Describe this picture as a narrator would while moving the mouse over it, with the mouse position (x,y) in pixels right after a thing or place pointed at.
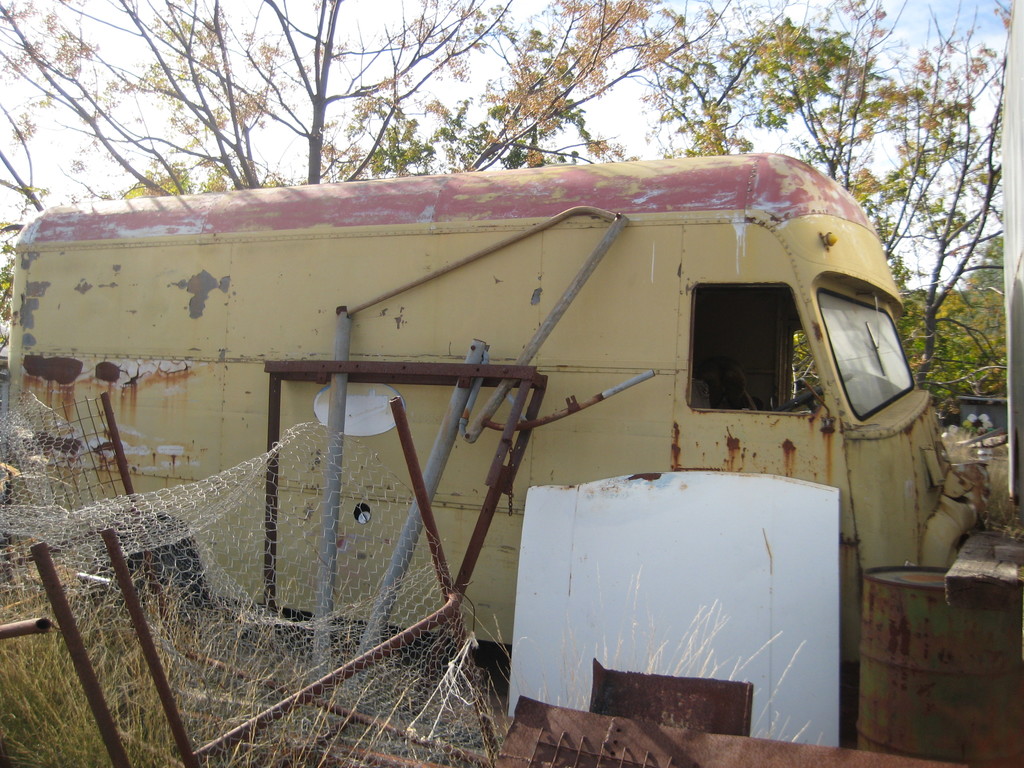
In this image I can see few trees (954,254), vehicles (505,603), poles (16,624), net fencing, grass (120,612), drum (947,647), sky (346,2) and few objects (679,741).
